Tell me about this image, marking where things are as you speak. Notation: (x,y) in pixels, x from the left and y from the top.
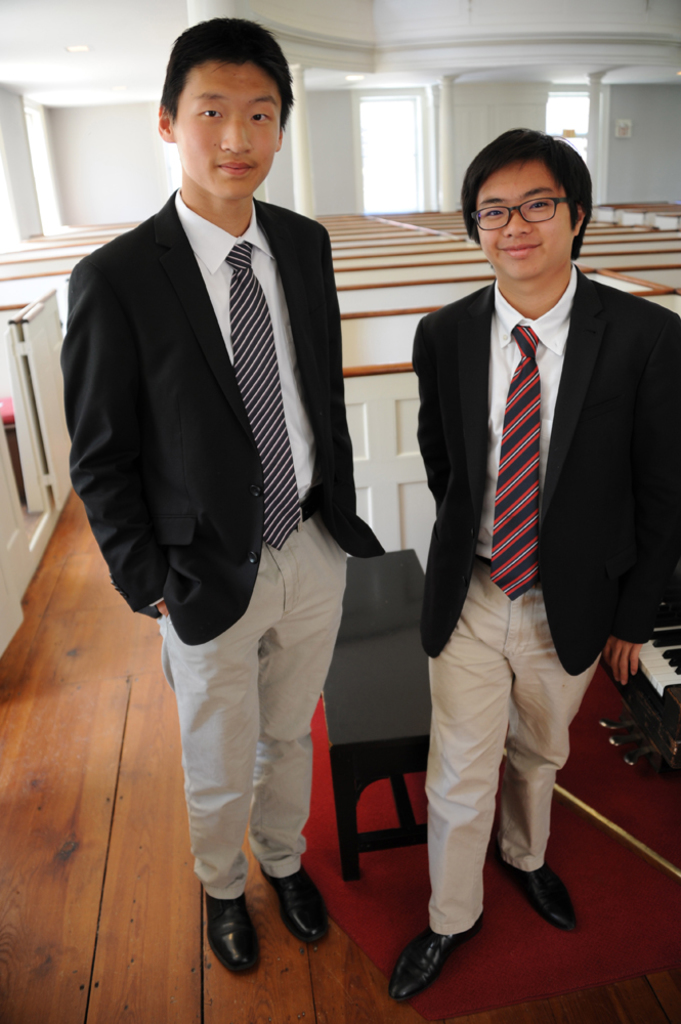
In this picture we can see two men (642,347) wore blazers (111,298), ties (262,434) and standing on the floor (58,714) and in the background (333,249) we can see benches (419,247), wall (118,143), pillars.
